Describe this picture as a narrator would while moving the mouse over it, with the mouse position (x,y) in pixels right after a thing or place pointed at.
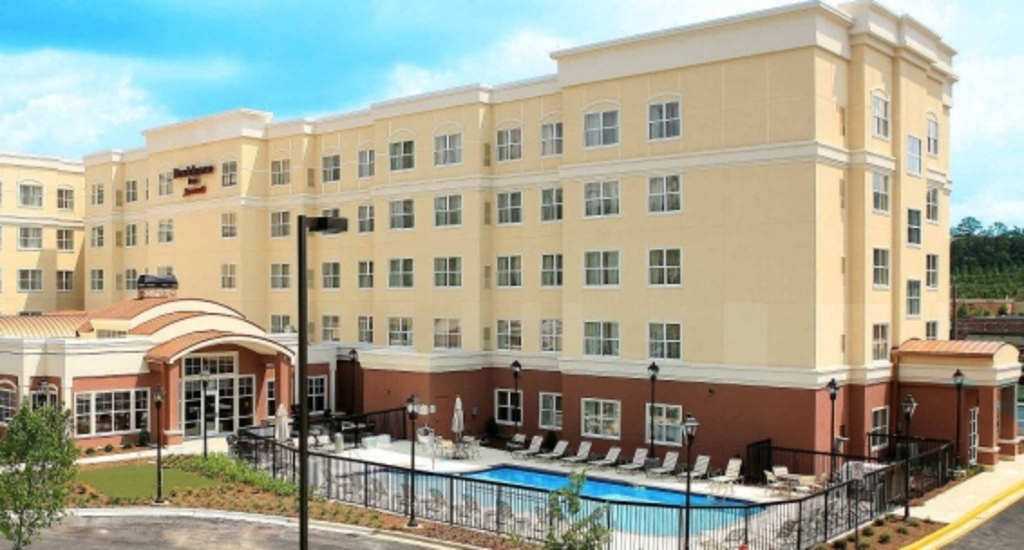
In this image we can see the building (451,224), there are windows (457,148), light poles (158,398), there are plants (972,468), trees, chairs (665,472), also we can see the sky (410,67), and the swimming pool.
